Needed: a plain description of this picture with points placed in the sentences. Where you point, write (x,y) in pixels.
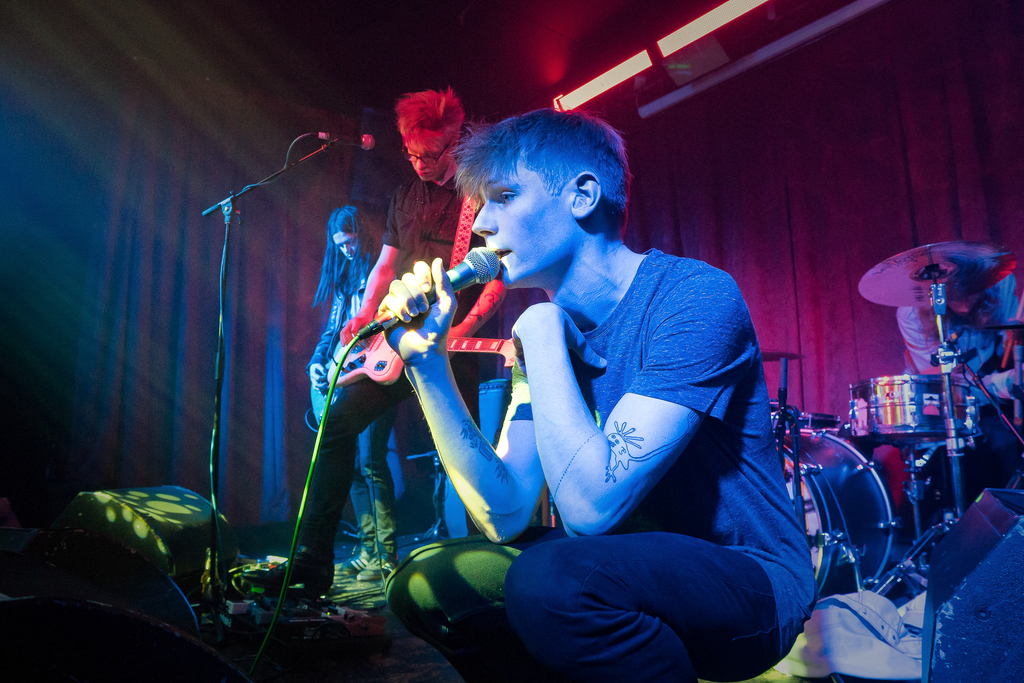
In this image there are four persons (985,428) performing a live band, behind them there is curtain (1009,218) in the top (601,87) there are red lights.
